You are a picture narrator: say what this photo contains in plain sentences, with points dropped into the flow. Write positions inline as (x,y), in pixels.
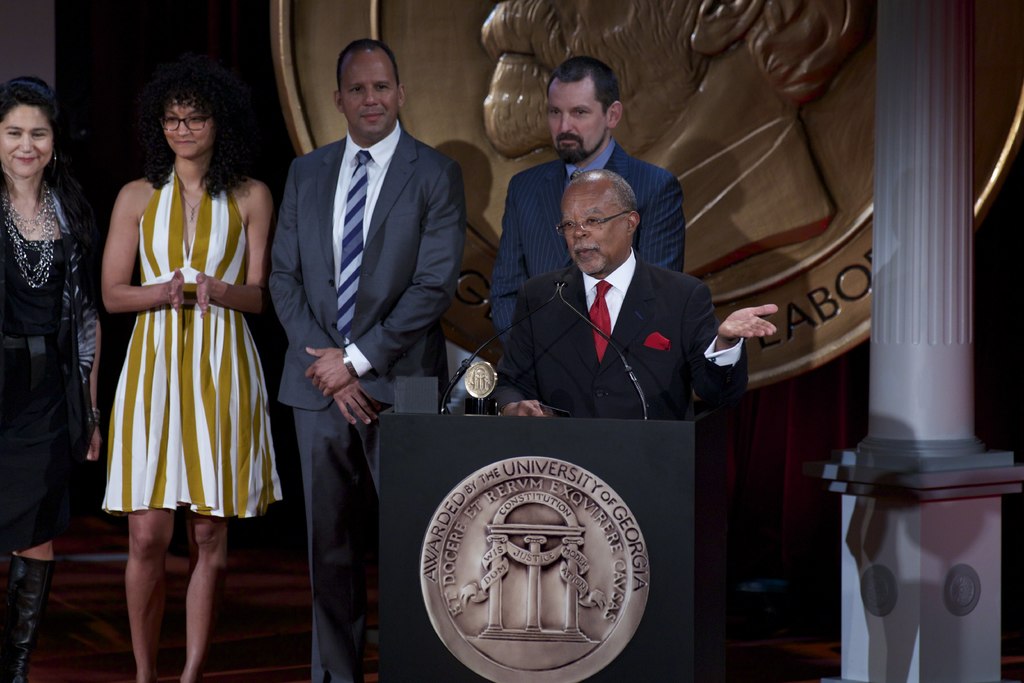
In this picture we can see a person (551,317) wearing spectacle (599,222) and standing in front of the podium (563,444). There are microphones (463,371) and an award (479,409) is visible on this podium (475,425). We can see some text (488,553) and images (468,596) of the pillars (536,616) are visible on this podium (443,673). There are a few people (29,368) visible at the back (10,371). We can see some text (812,299) and a person (523,90) on a gold coin (765,33). There is a maroon curtain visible in the background (87,51).
